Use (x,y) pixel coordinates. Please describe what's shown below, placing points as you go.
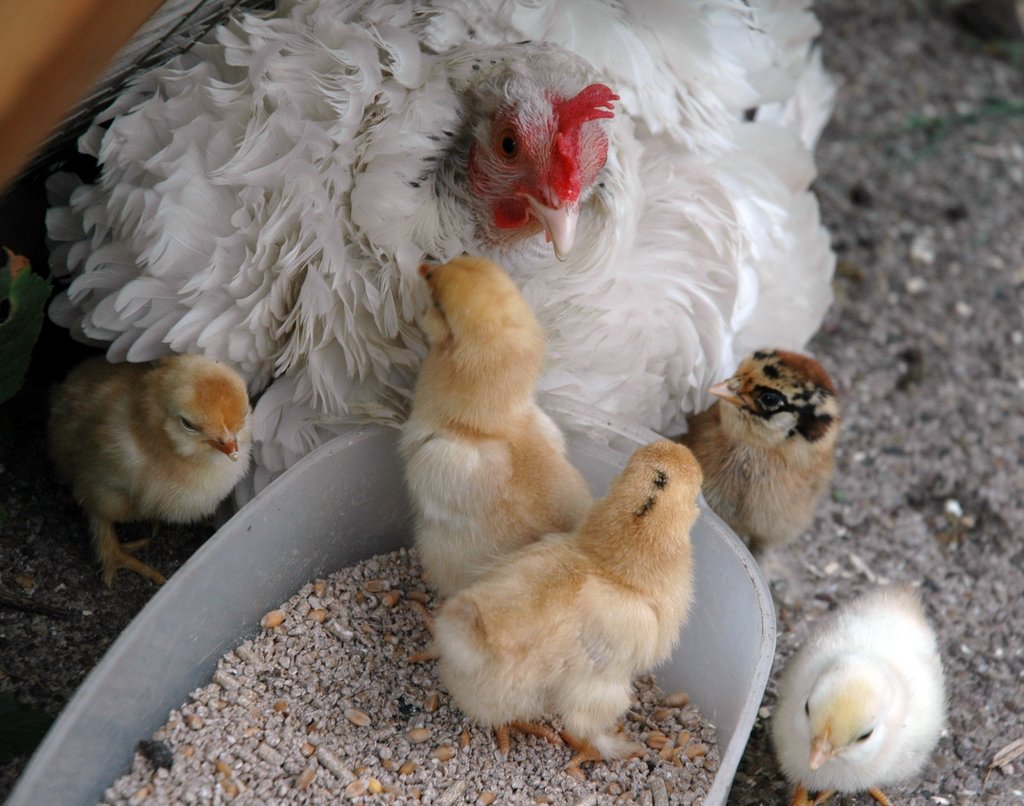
In the center of the image (379,332) we can see chicks (679,556) and one hen (359,314), which is in white and red color. And we can see one bowl (700,556). In the bowl (735,626), we can see the grains (386,693). In the background (32,226), we can see it is blurred.
